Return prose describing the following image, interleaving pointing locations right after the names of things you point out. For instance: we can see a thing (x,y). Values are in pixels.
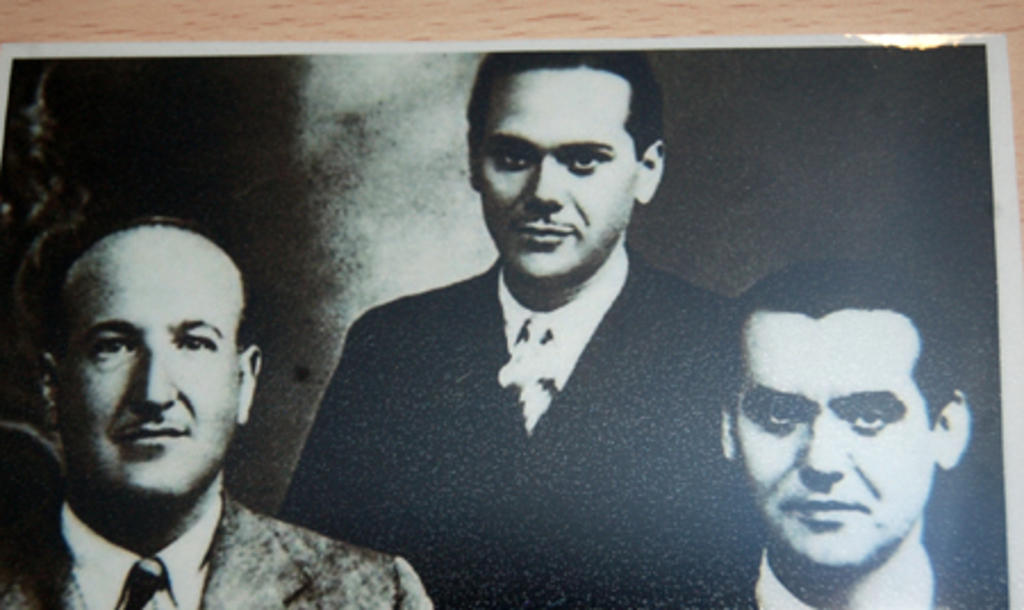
In this picture we can observe three members (785,381). All of them were men (648,431). This is a black and white image.
